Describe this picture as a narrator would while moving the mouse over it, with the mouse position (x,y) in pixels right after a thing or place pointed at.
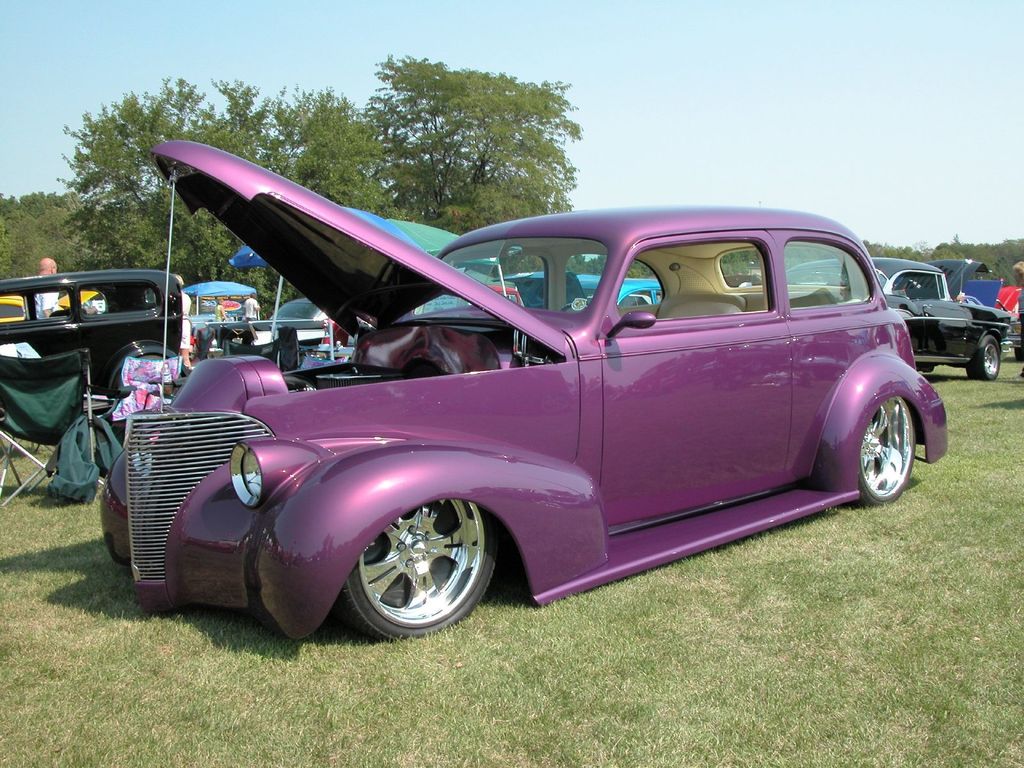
In this image we can see vehicles (372,408), umbrellas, people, grass (98,573), trees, and few objects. In the background (1010,38) there is sky (652,205).
